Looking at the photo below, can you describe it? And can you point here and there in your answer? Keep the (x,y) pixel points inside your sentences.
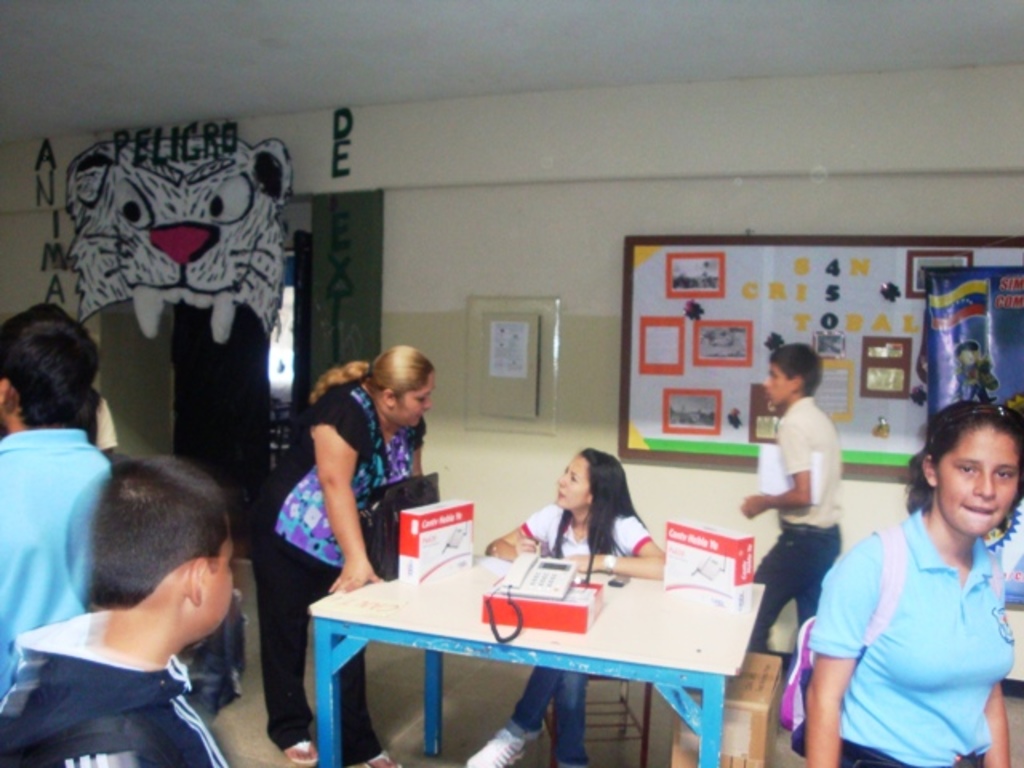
In this image there are group of persons (370,481) who are sitting and standing at the background of the image (446,361) there are paintings (708,285) attached to the wall (317,176) and there is a telephone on the table (650,627).
